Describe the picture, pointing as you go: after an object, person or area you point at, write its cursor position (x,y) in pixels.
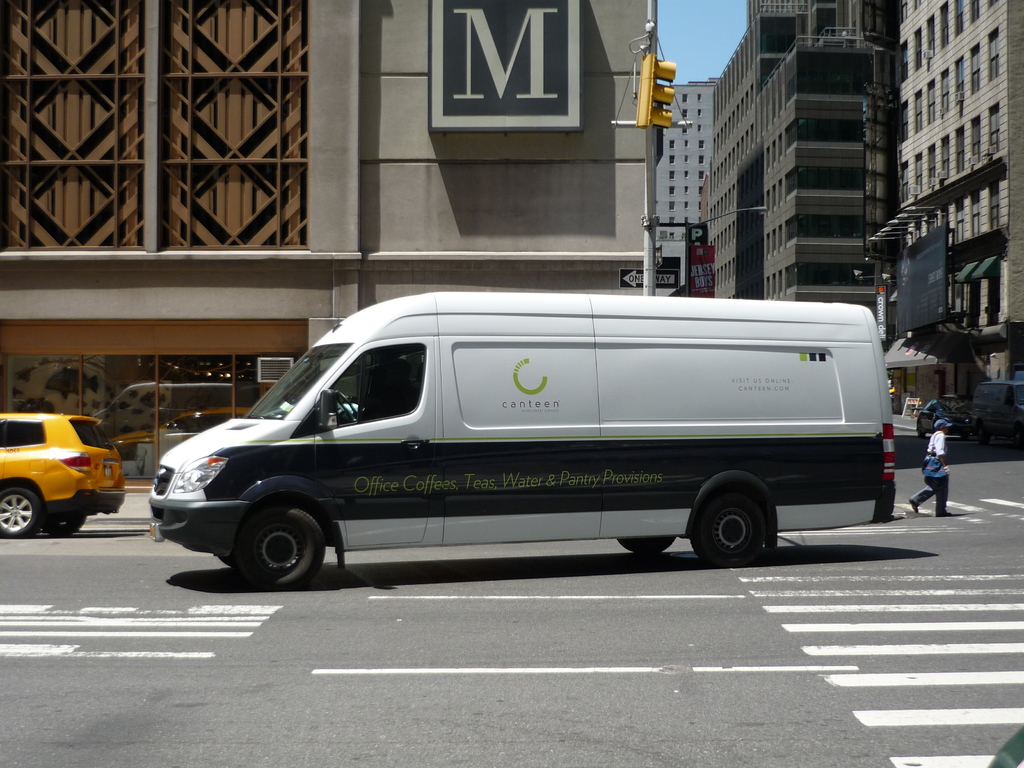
This picture might be taken on the wide road (722,746) and it is sunny. In this image, in the middle (546,379), we can see a vehicle (524,399) moving on the road (387,708). On the left side (3,424), we can also see another vehicle (17,422). On the right side (944,368), we can see a person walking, vehicles (936,406), buildings (974,143). In the background (674,96), we can see a traffic signal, building (614,247). At the top (738,10), we can see a sky (697,41).
